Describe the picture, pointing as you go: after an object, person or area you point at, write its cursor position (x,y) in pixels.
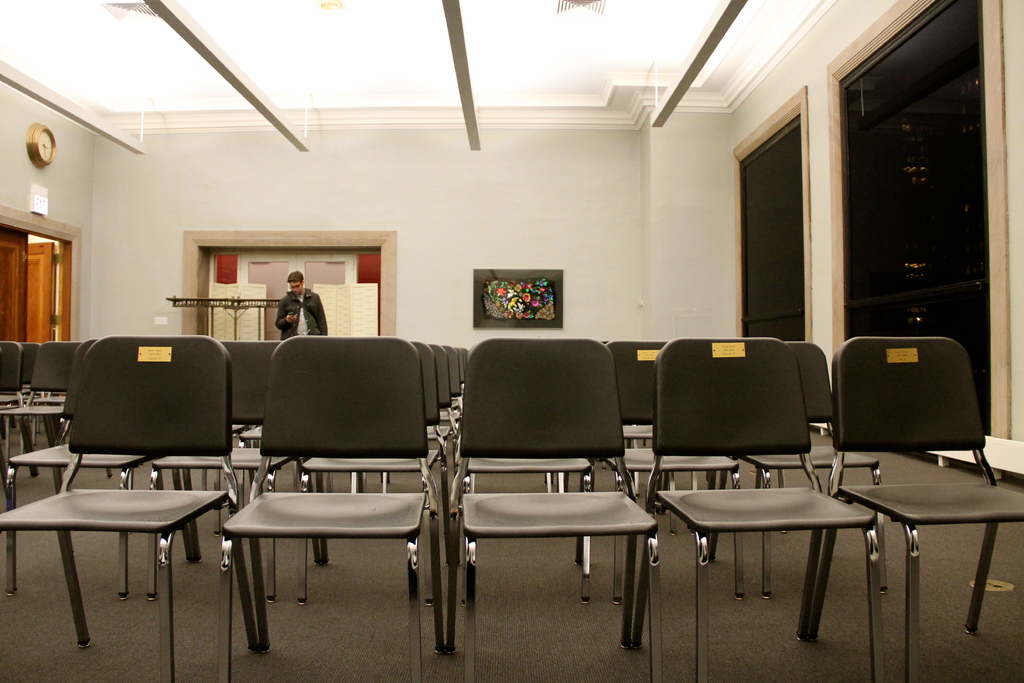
In the picture I can see chairs (450,434) on the floor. In the background (317,296) I can see a man (325,332) is standing. Here I can see a clock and some other objects (510,296) attached to the wall (282,174). On the left side (52,333) I can see doors (44,310) and some other objects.
